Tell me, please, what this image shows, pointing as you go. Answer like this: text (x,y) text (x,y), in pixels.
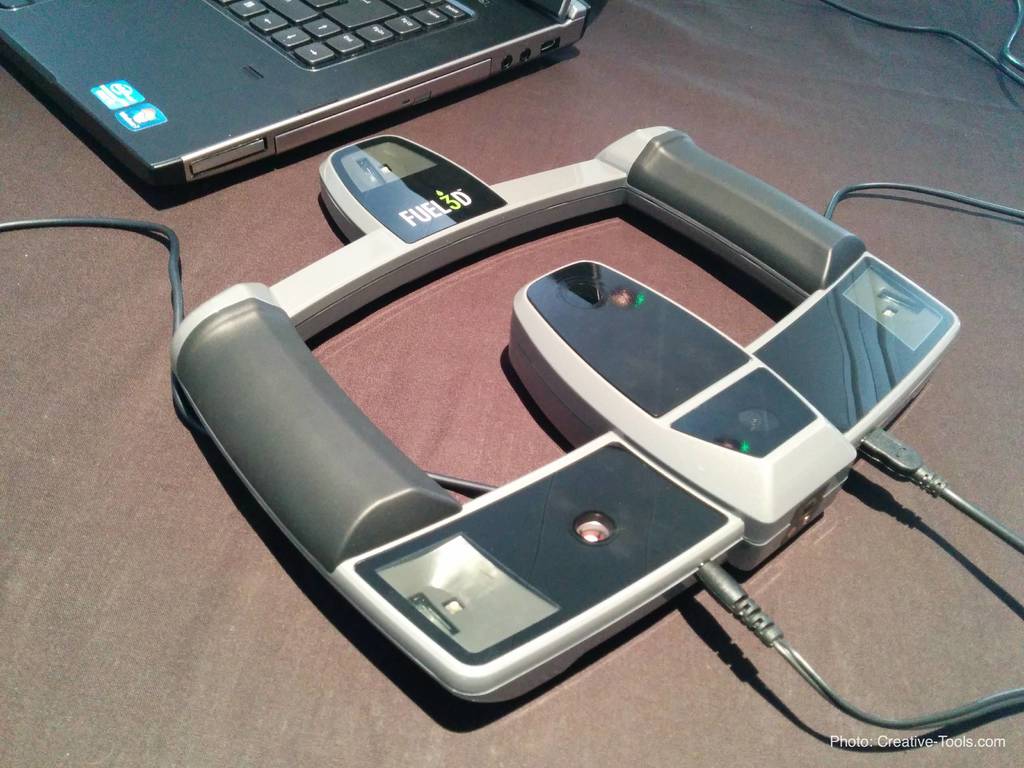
In this picture there is an object (886,422) which is connected with some wires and there is a laptop (230,72) in the left top corner (182,69).
